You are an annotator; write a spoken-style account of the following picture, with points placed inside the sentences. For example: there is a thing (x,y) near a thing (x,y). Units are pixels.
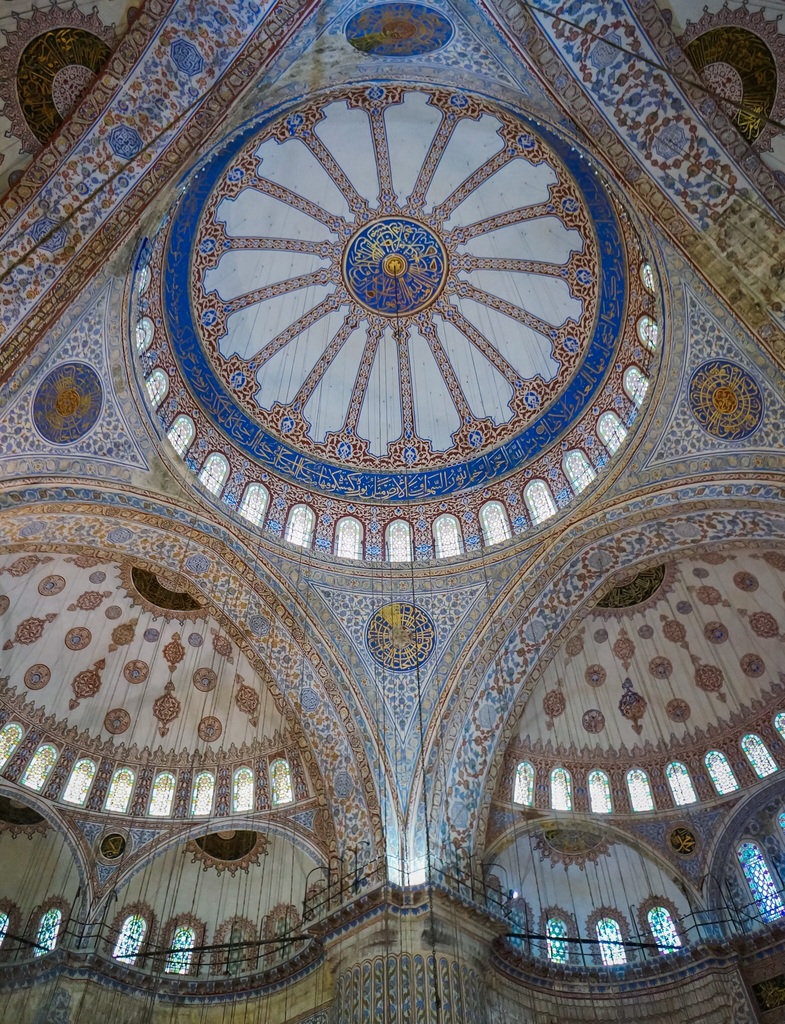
This is the image of a ceiling (440,190), on the bottom (130,954) there is a fence (549,939) followed by windows (612,936) behind it and the ceiling (386,345) has many designs (699,407) on it, this seems to be clicked inside a building (224,456).
